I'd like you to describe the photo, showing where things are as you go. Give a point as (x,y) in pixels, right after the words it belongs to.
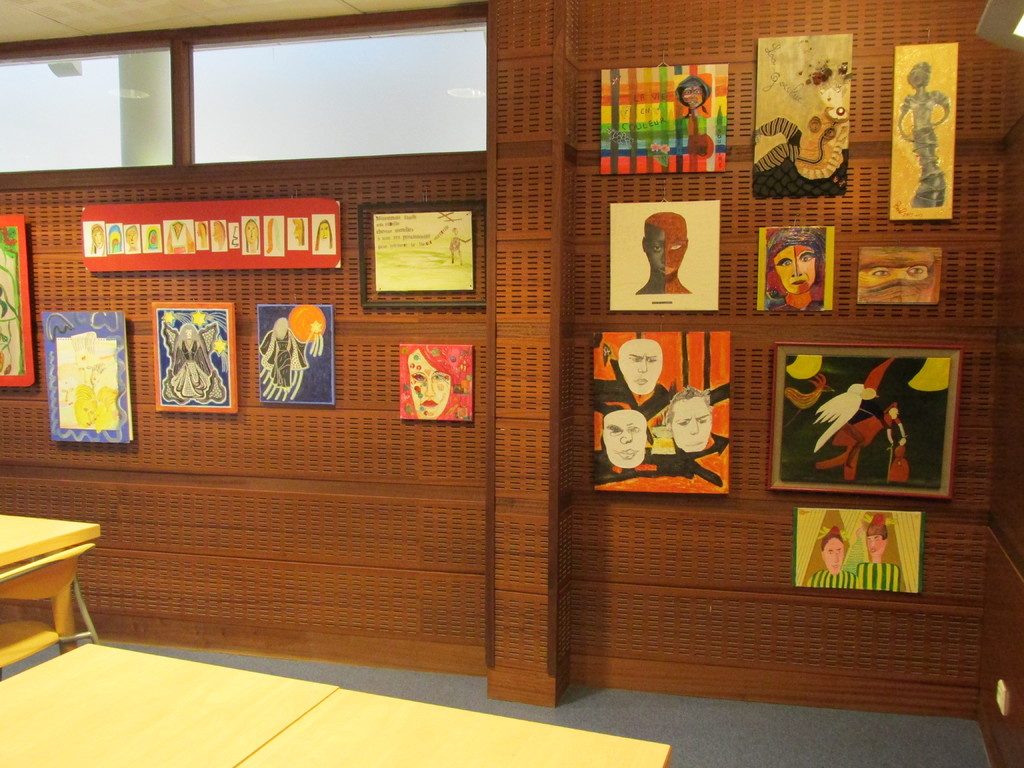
In this image we can see tables (61,535), glass (204,146), floor (643,731), and frames (700,410) on the wall (372,352).
